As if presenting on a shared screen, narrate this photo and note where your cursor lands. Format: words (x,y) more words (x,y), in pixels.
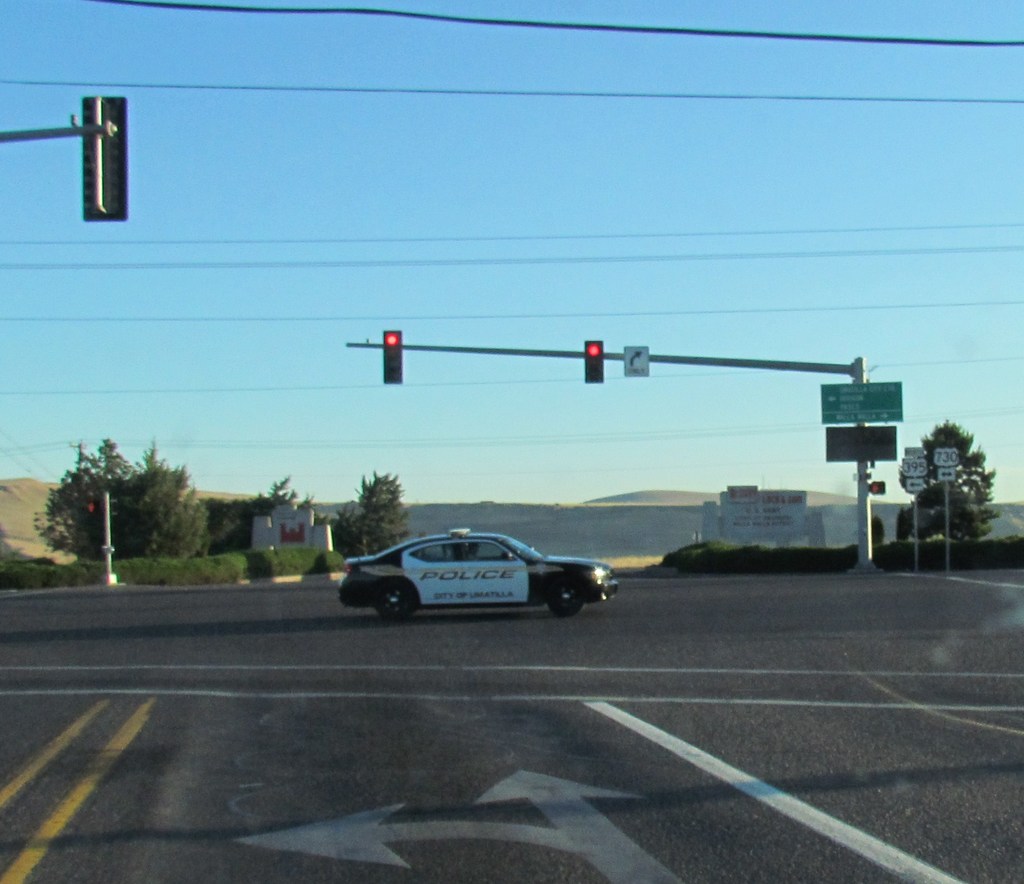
In this image there is the sky (531,258), there are wires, there is a wall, there are boards (755,514), there is text (861,416) on the boards (865,400), there are poles (809,365), there is traffic lights (598,359), there are trees (277,502), there are plants (832,552), there is road (653,668), there is a car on the road (276,695), there is a pole (72,128) truncated towards the left of the image (56,131), there are mountains (669,497).
